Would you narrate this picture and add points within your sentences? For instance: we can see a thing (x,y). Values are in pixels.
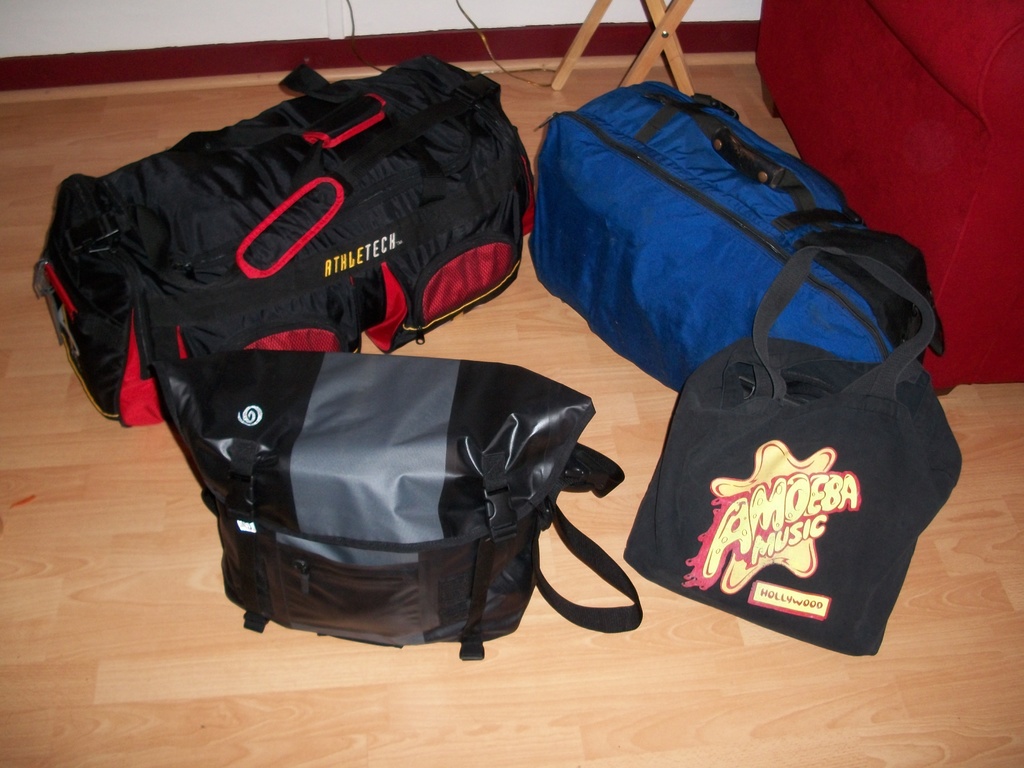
In this picture the four different sizes of bags (652,308) kept on the floor (429,647), one is black color and other one is blue and the next one is black and red and in the last one is black and ash these are kept beside the couch (850,126) and the table (562,73) behind in this also floor (64,148) is made up of wood (228,675).
